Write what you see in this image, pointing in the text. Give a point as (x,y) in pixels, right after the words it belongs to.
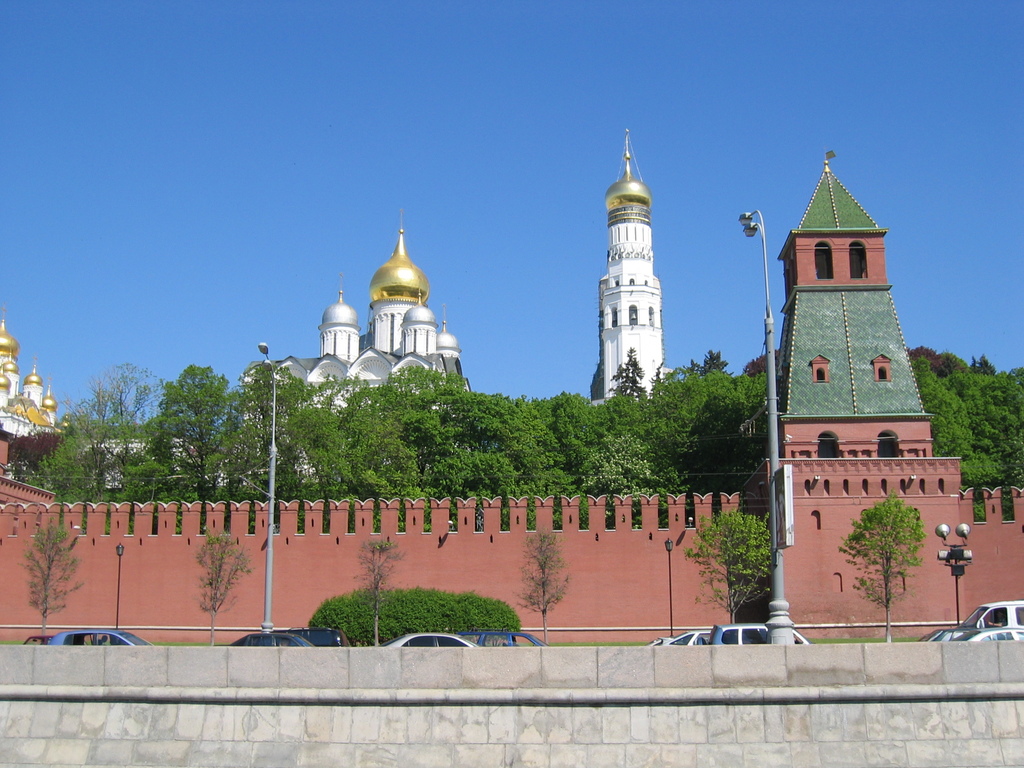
In this image we can see few buildings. There is a fence (594,556) in the image. There are many trees (695,556) and few plants (712,553) in the image. There are few vehicles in the image. There are few street poles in the image.
